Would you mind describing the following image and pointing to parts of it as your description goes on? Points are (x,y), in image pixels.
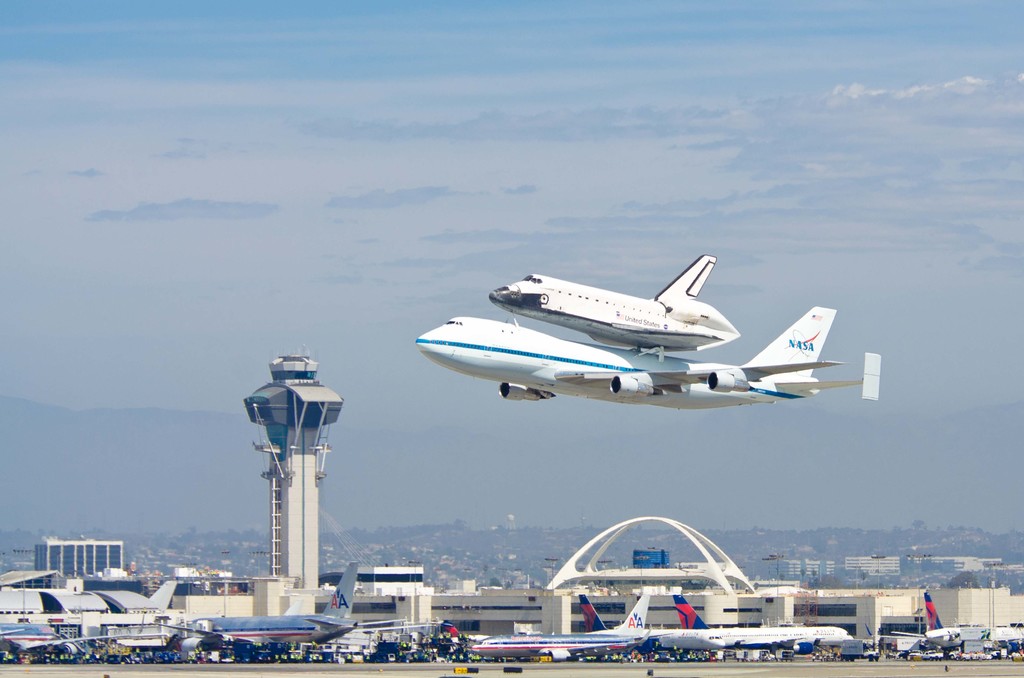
In this image, on the right side (752,377), we can see two planes (707,330) which are flying in the air (620,414). In this image, we can also see some airplanes (274,617), which are on the land (878,675), we can also see some cars (406,656), vehicles (422,648), buildings (186,600), tower (288,554). In the background (94,518), we can also see the mountains (474,454). At the top (521,176), we can see a sky (863,182) which is a bit cloudy. At the bottom (312,672), we can see a land (446,677).
